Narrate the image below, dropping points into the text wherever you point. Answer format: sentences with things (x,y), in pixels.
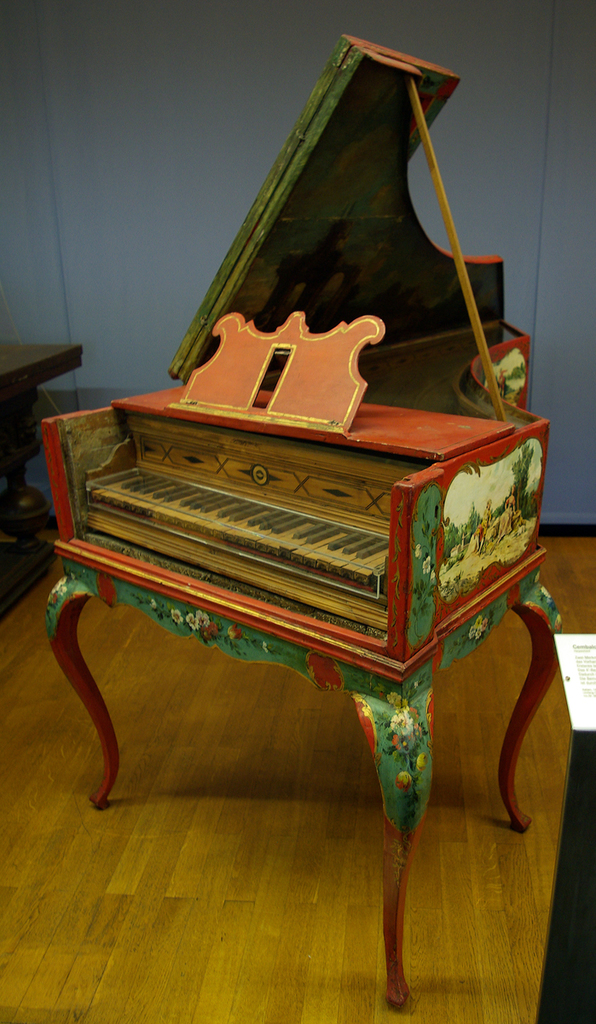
This picture shows a piano (515,436).
